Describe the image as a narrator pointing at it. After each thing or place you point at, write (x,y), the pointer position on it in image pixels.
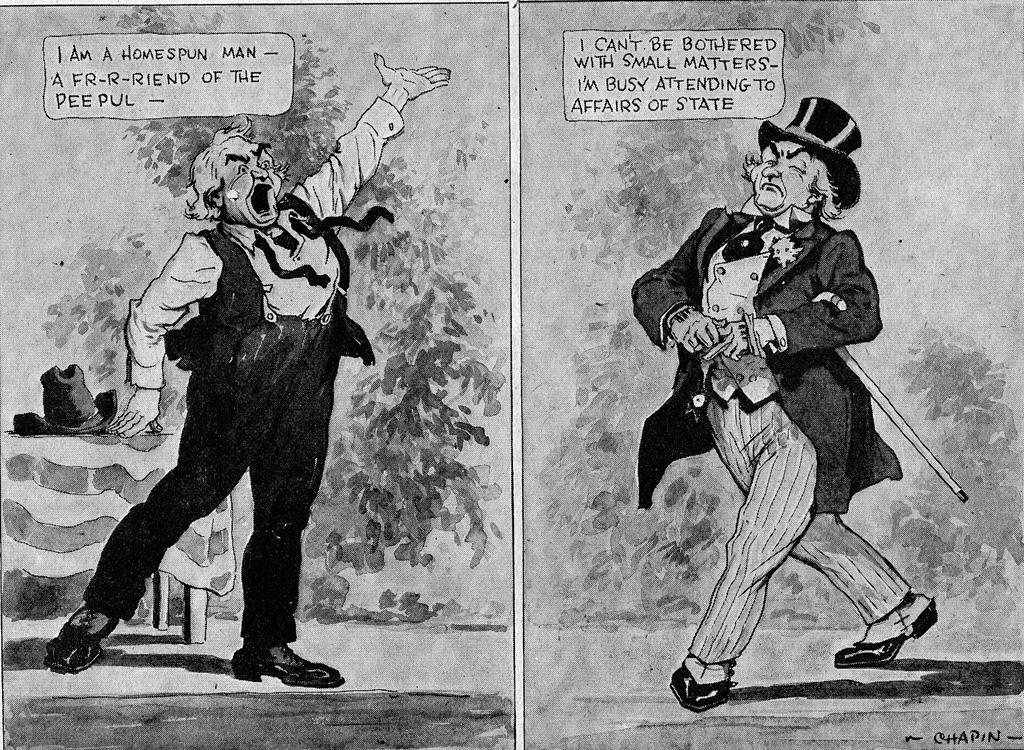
This is a collage image, in this image there are pictures (315,329) and some text (150,101) of a cartoon (459,298).
